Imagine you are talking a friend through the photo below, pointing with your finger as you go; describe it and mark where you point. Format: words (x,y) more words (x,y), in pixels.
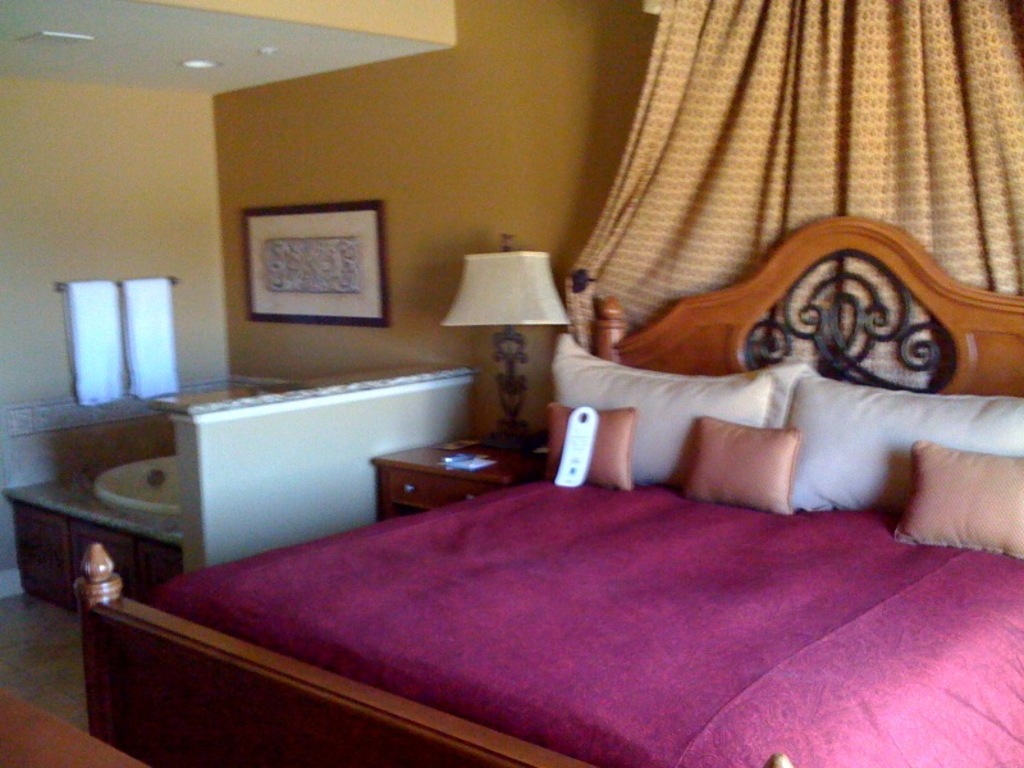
In this picture I can observe bed (559,613) in the middle of the picture (682,449). There are pillows (774,437) placed on the bed (725,543). On the right side (849,131) I can observe curtain (885,123). In the background (342,274) I can observe photo frame (296,237) on the wall (290,126). On the left side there is a towel bar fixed to the wall (163,273).
